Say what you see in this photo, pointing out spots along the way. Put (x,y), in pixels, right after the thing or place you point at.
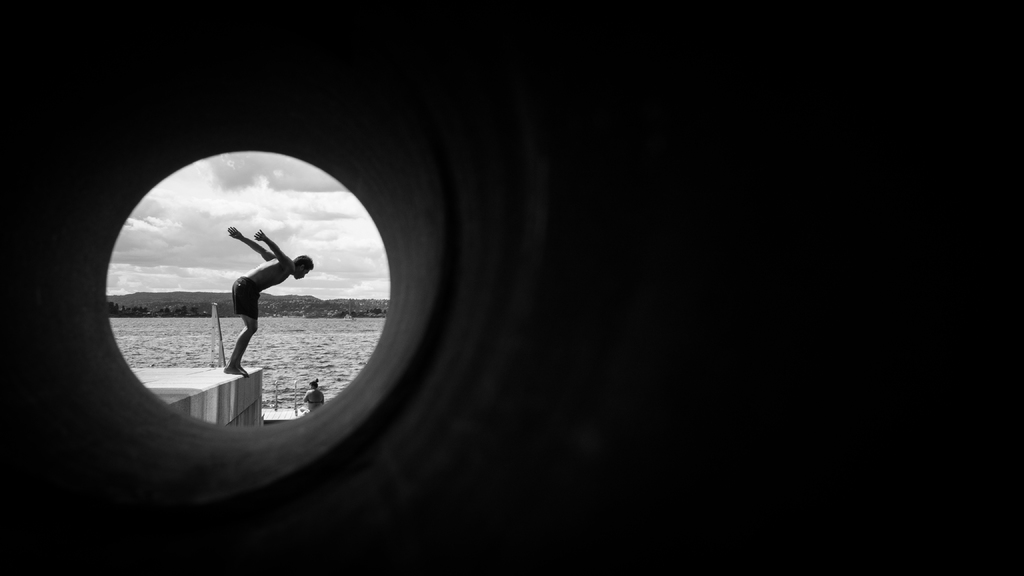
In this image I can see a man (301,255) and a woman (310,388) in the front (314,405). In the background (199,339) I can see water (232,327), number of trees (297,313), clouds (216,247), the sky (254,213) and I can also see this image is black and white in colour.
